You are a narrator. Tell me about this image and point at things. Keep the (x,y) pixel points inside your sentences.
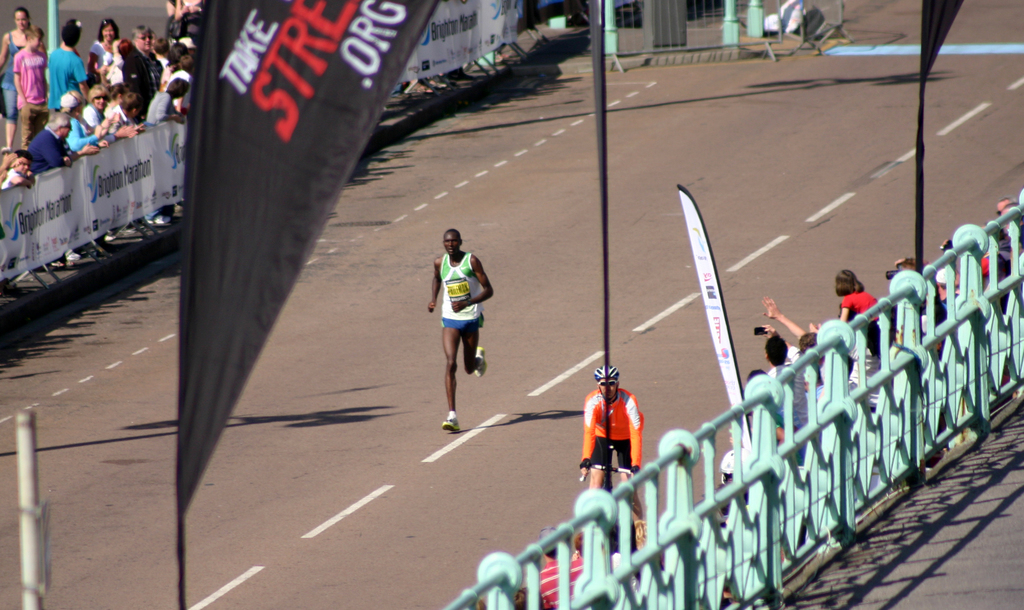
In the foreground of the picture (286,565) we can see poles (606,198), flags (270,76), people (638,516), bicycle (603,467) and road (491,431). In the middle of the picture (455,394) we can see a person (449,337) running on the road (373,266). At the top left corner (91,108) we can see people (84,91), banner (149,153), railing (487,40), poles (55,33) and other objects (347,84).
